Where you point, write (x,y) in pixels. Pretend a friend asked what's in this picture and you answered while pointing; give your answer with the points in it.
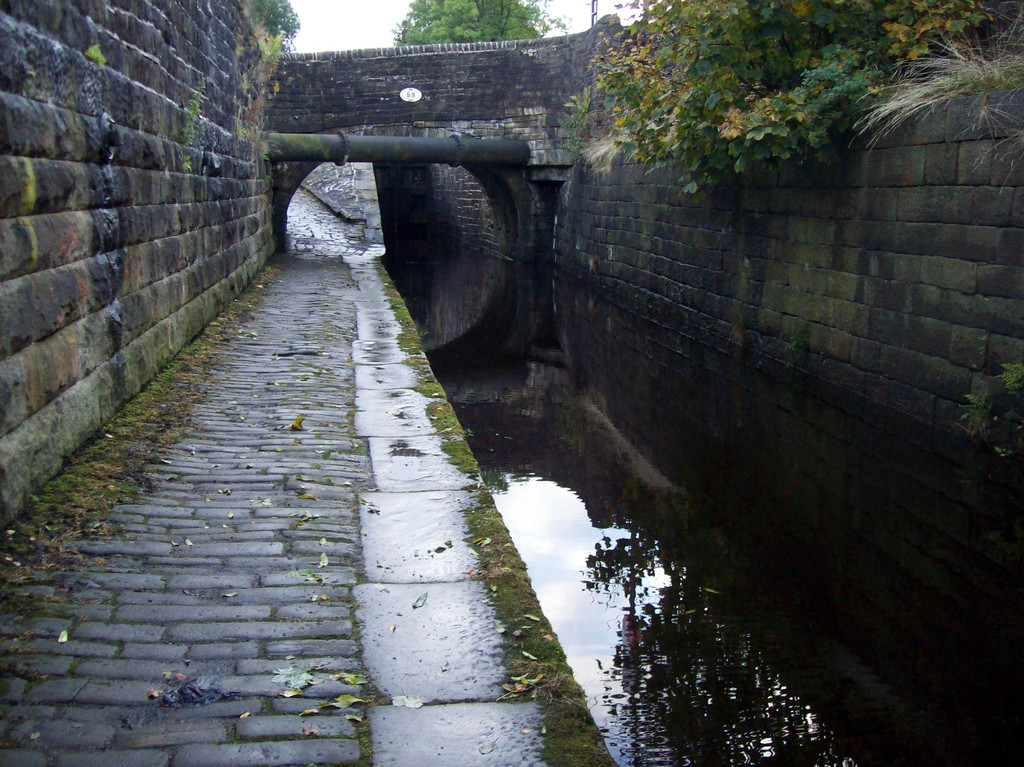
On the left (76,303) and right side (857,336) we can see the wall (565,234). In the middle (500,296) we can see water (587,474). In the background (439,219) there is a tunnel (447,230), pipe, trees (923,25), pole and sky (558,5).
